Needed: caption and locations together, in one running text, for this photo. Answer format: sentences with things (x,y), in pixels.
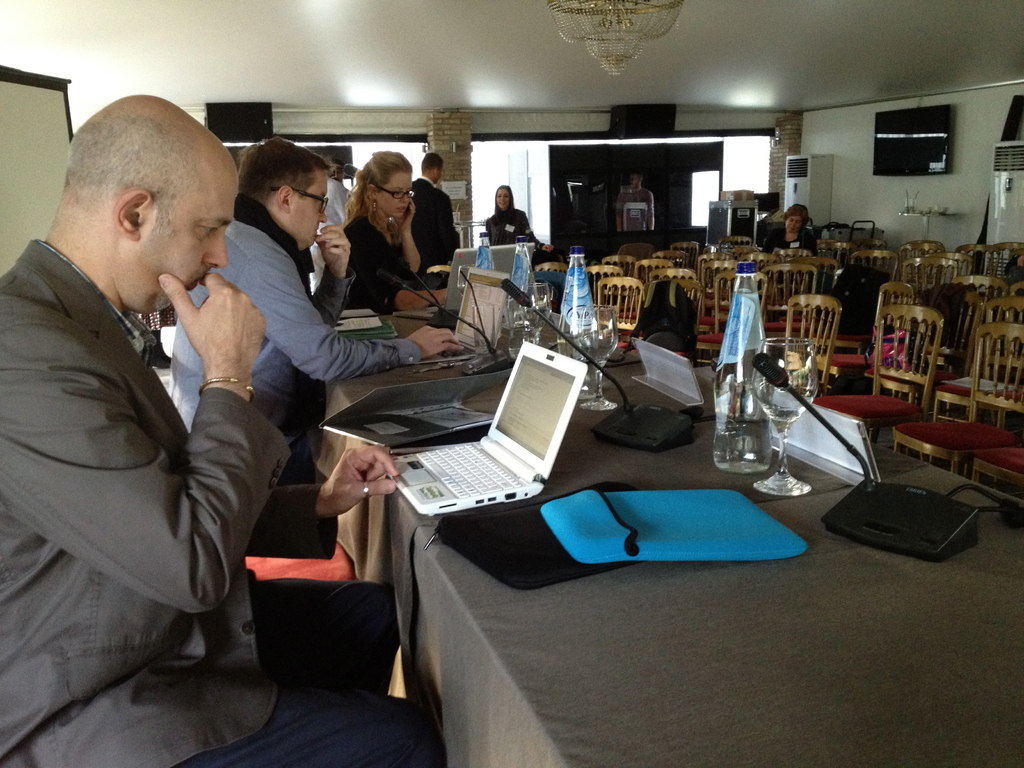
In this image I can see group of people (315,276). In front of them there is a laptop (441,457), bottle (738,430) on the table (674,656). There are many chairs (673,248) in the hall (482,193).
